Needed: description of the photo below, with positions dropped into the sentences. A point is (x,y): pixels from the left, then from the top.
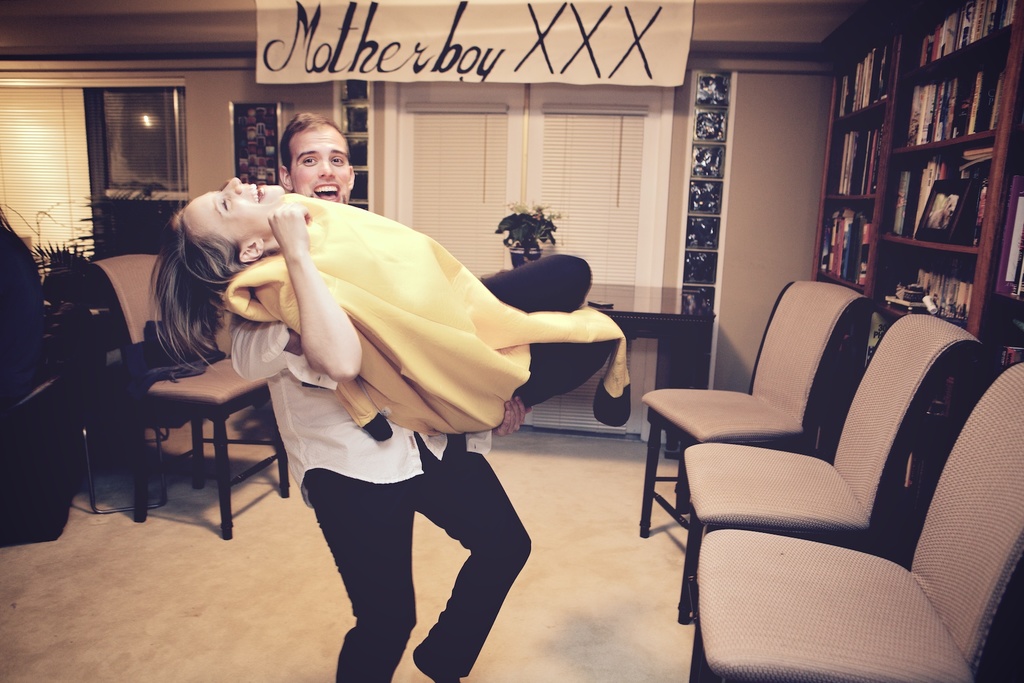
On the background (598,161) we can see door (625,174), wall (781,175) and a window (182,162) and there is a flower vase (517,215) on the table (635,293). Here we can see chairs (790,477). Behind to the chairs (803,553) we can see books (852,143) arranged in a rack (977,247). Here we can see a man (320,141) standing and holding a woman (372,256) in her hands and they both are smiling. This is a floor (115,630).
